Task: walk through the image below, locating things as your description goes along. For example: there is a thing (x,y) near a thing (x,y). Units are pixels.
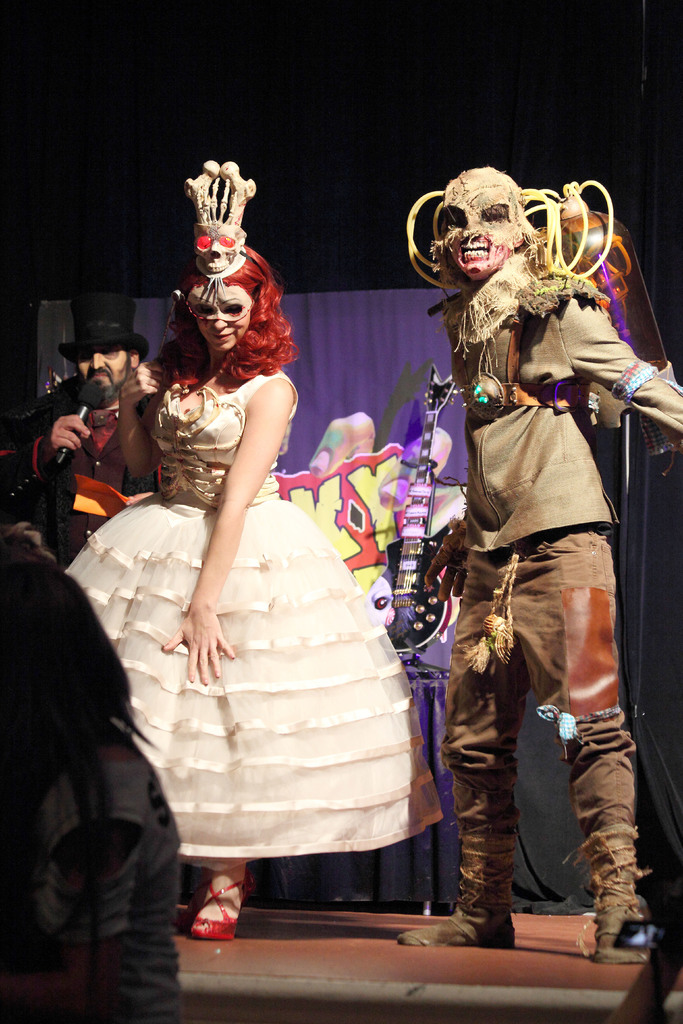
In the image in the center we can see one stage (427,1022). On the stage (286,940), we can see three persons (65,485) were standing and they were holding some objects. And they were in different costumes (50,492). In the background (332,301) there is a curtain (660,295).
